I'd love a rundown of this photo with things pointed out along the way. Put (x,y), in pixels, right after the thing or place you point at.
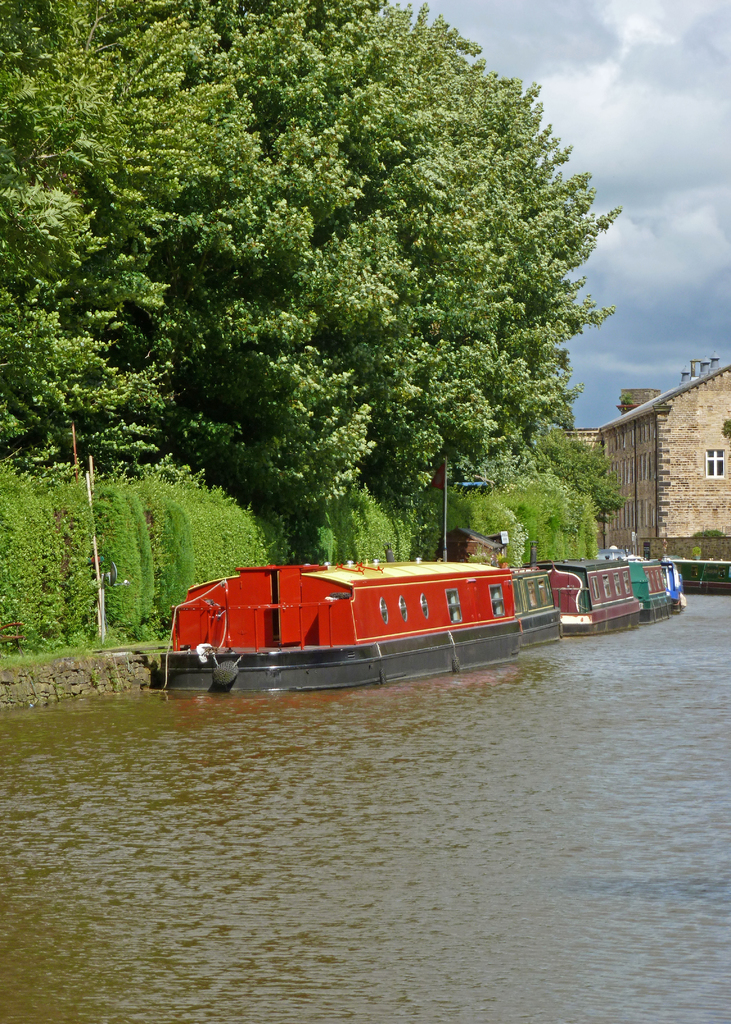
This picture shows trees (457,389) and couple of boats (501,645) in the water (569,771) and we see couple of buildings (636,489) and a cloudy sky (616,248).
